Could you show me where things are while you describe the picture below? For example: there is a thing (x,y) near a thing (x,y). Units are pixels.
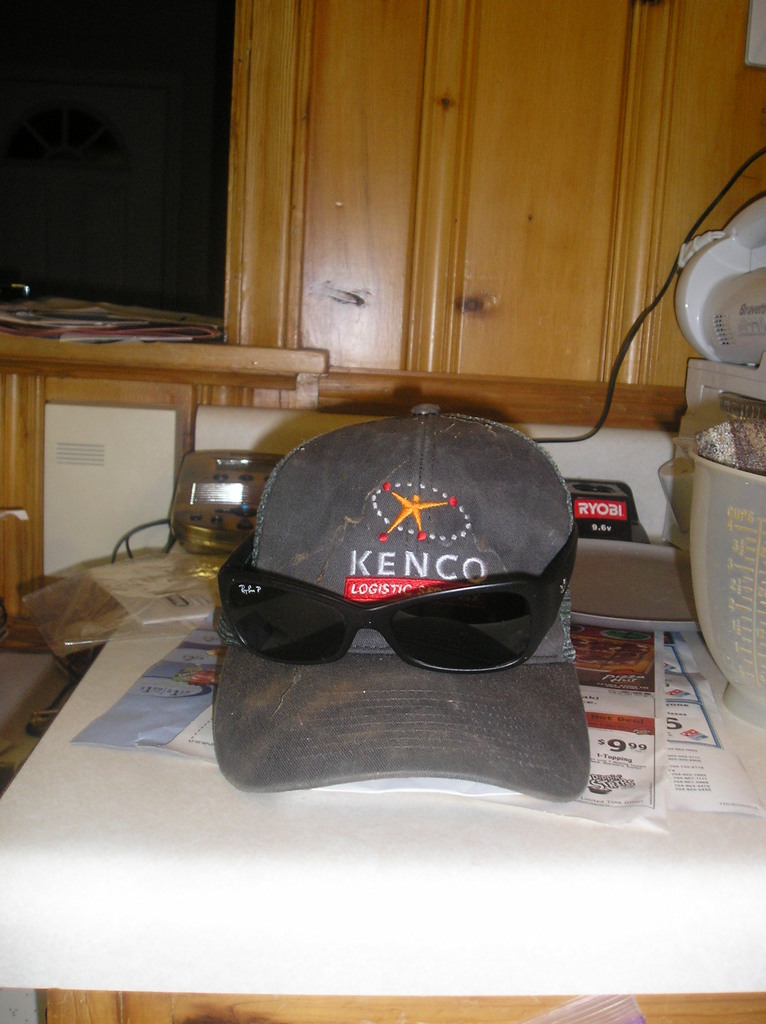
In this image we can see there is a table (286,882). On the table (523,844) there is a cap (463,416), spectacles (488,589), bowl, paper (693,671), wire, brush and a few objects (178,503). And at the back (672,29) there is a cupboard (216,345), on that the object (90,336) looks like a file (35,310).
